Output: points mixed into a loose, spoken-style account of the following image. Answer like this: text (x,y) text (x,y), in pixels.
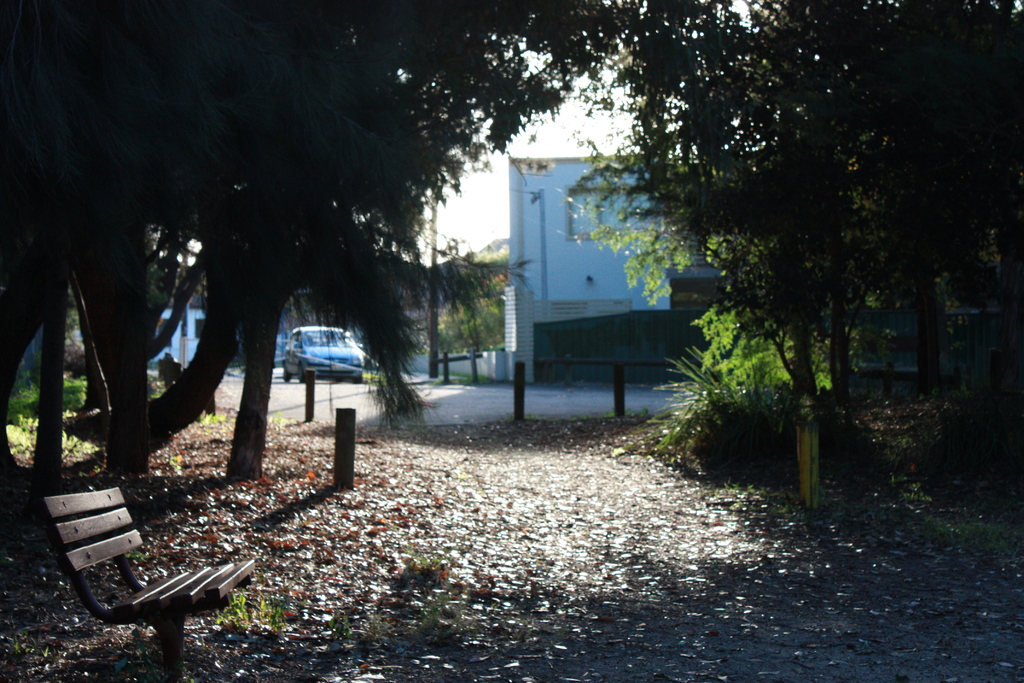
In this image we can see the building (536,255), house (201,329) and also the fencing wall (646,346). We can also see the trees (375,215), plants (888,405), dried leaves (576,519), rods (621,405), poles (348,410) and also the bench (184,609). We can also see the sky (466,207). There is a car (324,362) on the road (440,398).
